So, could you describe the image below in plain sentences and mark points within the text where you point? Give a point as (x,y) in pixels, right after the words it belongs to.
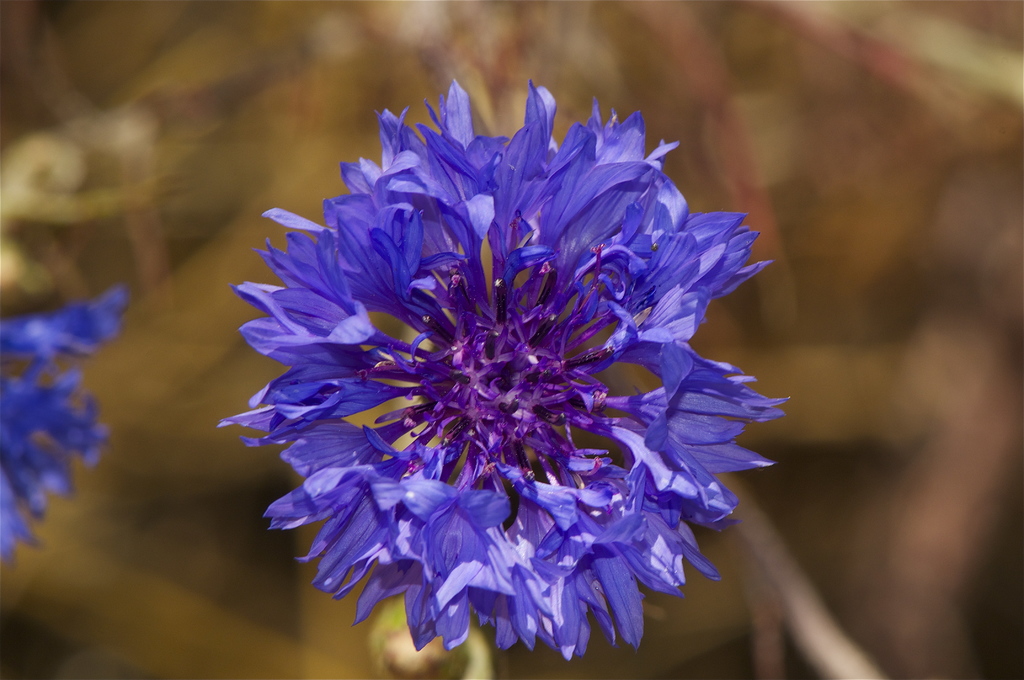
There is a beautiful purple flower (680,322), and the background of the flower (510,204) is brown.
